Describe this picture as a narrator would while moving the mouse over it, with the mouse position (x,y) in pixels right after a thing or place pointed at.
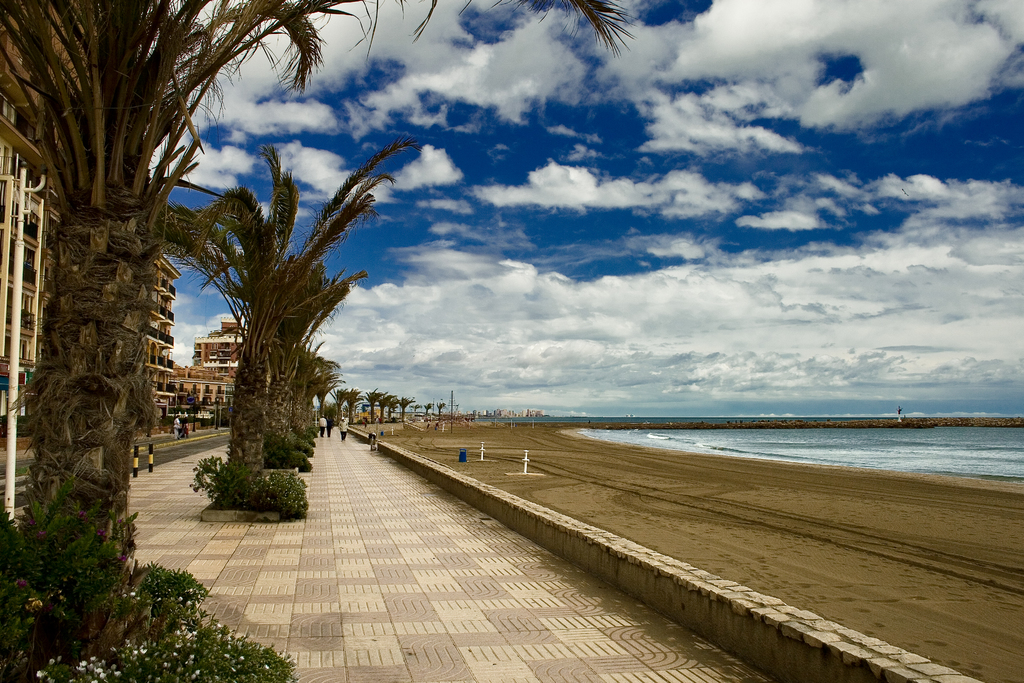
In this image there are buildings (171,372), in front of the buildings (171,390) on the pavement (374,533) there are trees (69,449) and there are a few people (328,434) walking, in front of the pavement (369,494) there is water (668,443), at the top of the image (599,158) there are clouds (533,274) in the sky (533,274).
